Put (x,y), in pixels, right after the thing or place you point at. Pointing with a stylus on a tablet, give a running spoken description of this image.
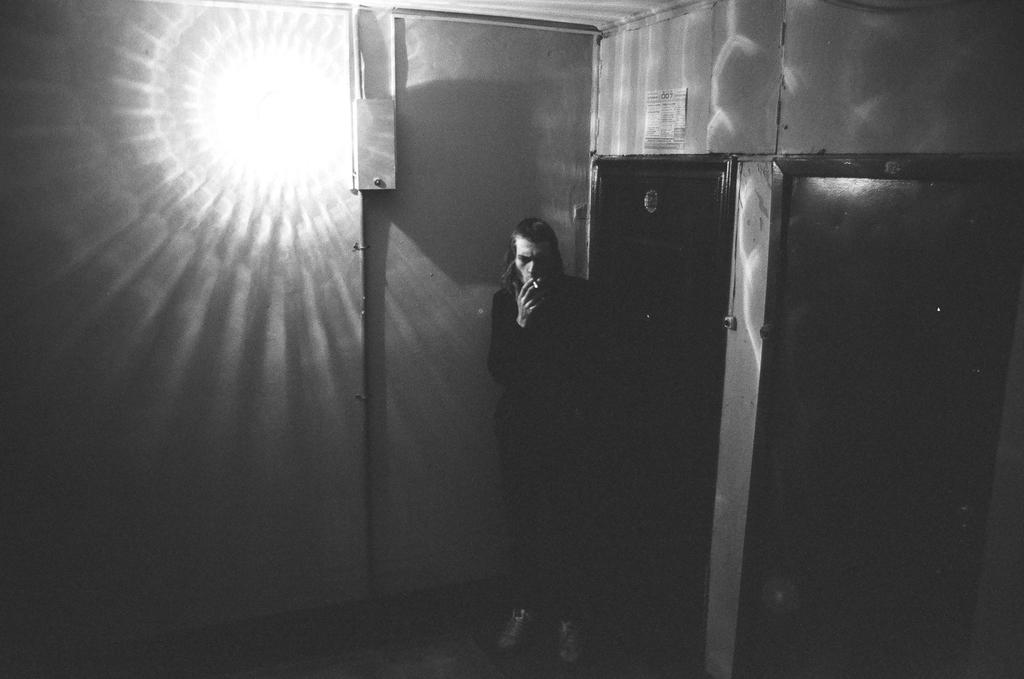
In this image a person (536,266) is standing beside the door (636,261). Backside of this person (511,280) there is a wall (481,292). Poster (675,132) is on the wall (489,142). Light (280,95) is also on the wall (97,243).
